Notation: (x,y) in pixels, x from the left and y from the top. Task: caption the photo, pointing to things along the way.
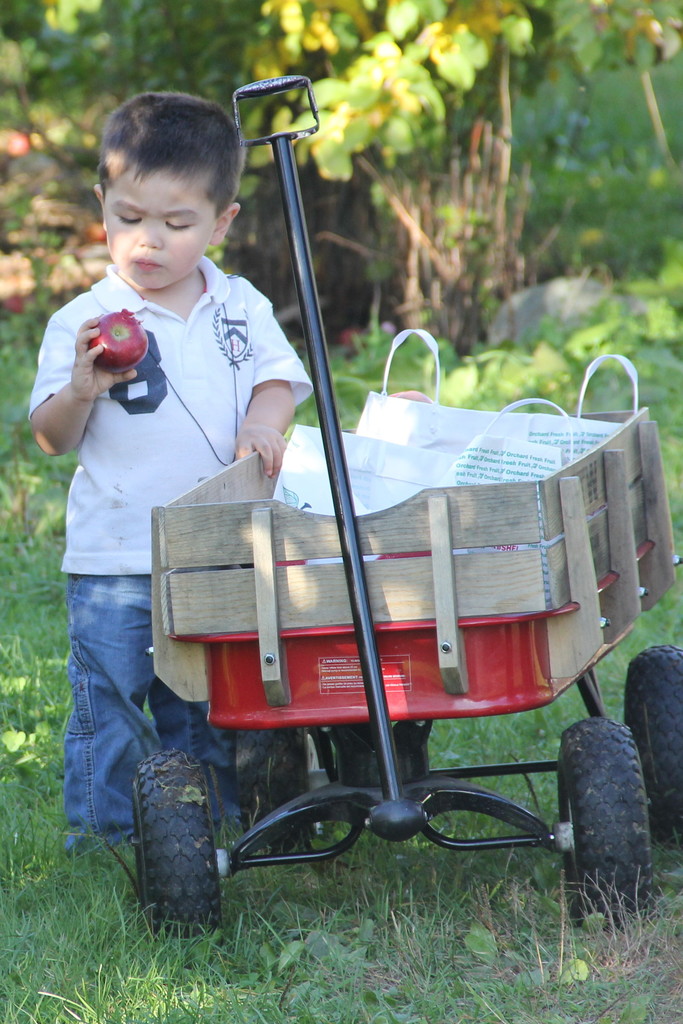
In this image we can see a boy (264,398) is holding the objects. There is a carrier (180,544) in the image. There is a grassy land (284,969) and many plants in the image.
